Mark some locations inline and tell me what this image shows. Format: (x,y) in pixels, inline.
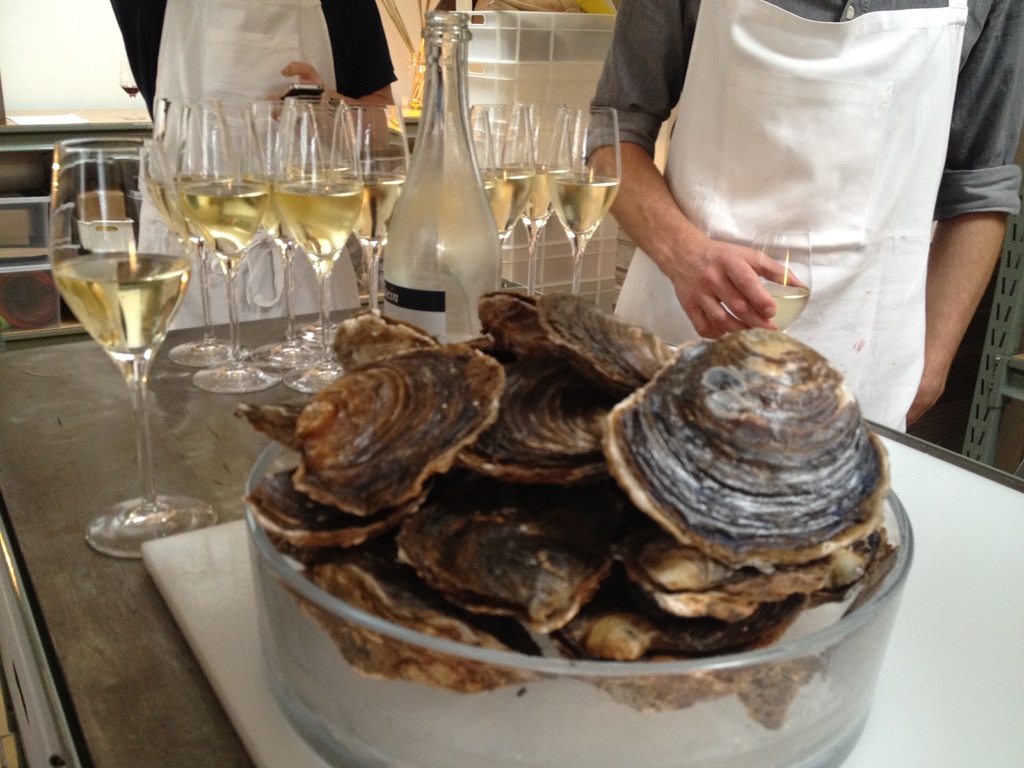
In this image, we can see some food item (587,574) in a container (693,665) is placed on the white surface (204,638). We can also see some glasses (241,207) with liquid (595,195) and also a bottle (435,103). There are a few people (701,106). We can also see the wall (407,78) and a table (20,137) with some objects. We can also see a white colored object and an object (987,414) on the right (1010,286).
